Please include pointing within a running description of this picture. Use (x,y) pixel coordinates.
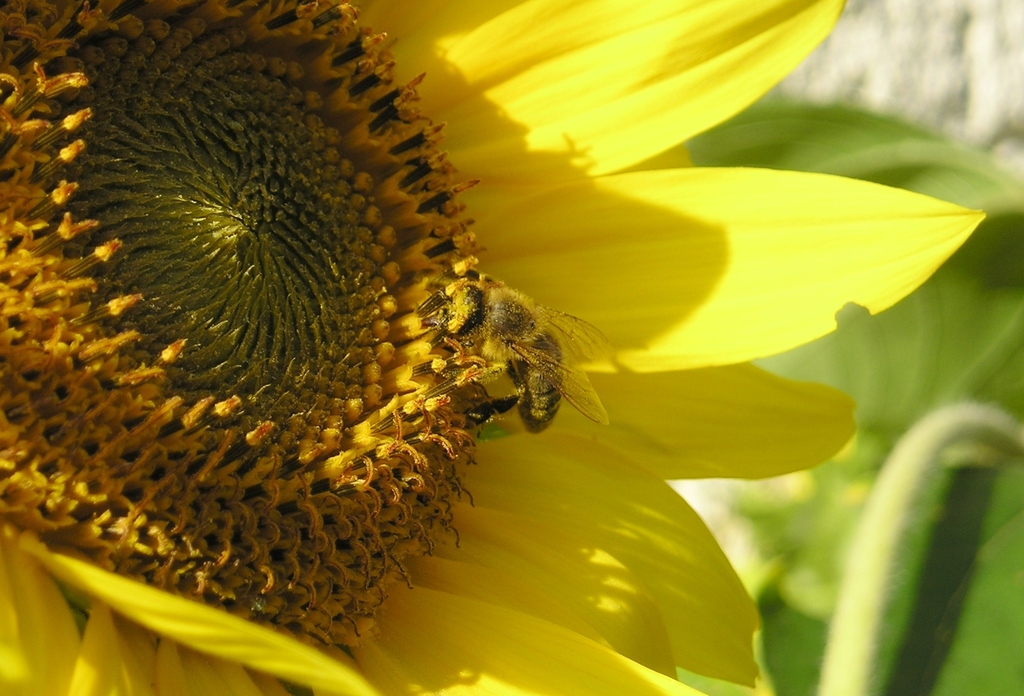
In the picture we can see a sunflower (140,518) which is yellow in color petals (843,229) and on it we can see a bee (575,406) sitting and in the background (1003,182) we can see leaves (1012,514).
